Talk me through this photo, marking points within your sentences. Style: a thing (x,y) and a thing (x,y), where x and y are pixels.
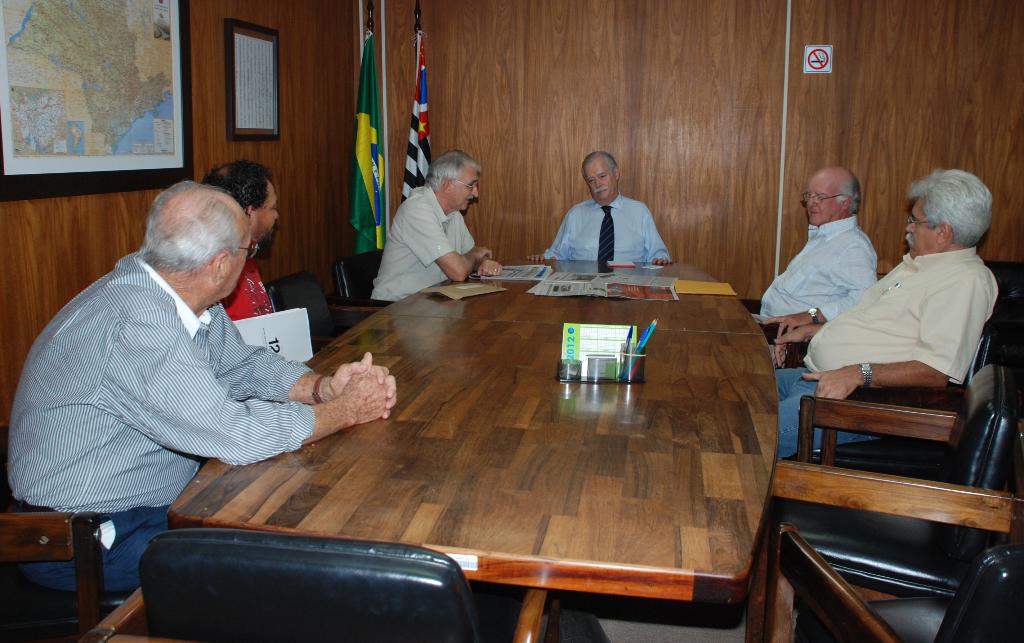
This is a picture taken in a room (353,431), there are a group of people (912,306) sitting on a chair (894,462) in front of these people (774,358) there is a wooden table (568,461) on the table (571,436) there is a pen stand (603,367), newspaper (595,278) and an envelope (469,291). Behind the people (472,268) there is a wooden wall (569,111) with a sign board (815,63), photo frame (270,74) and flags (382,147).
